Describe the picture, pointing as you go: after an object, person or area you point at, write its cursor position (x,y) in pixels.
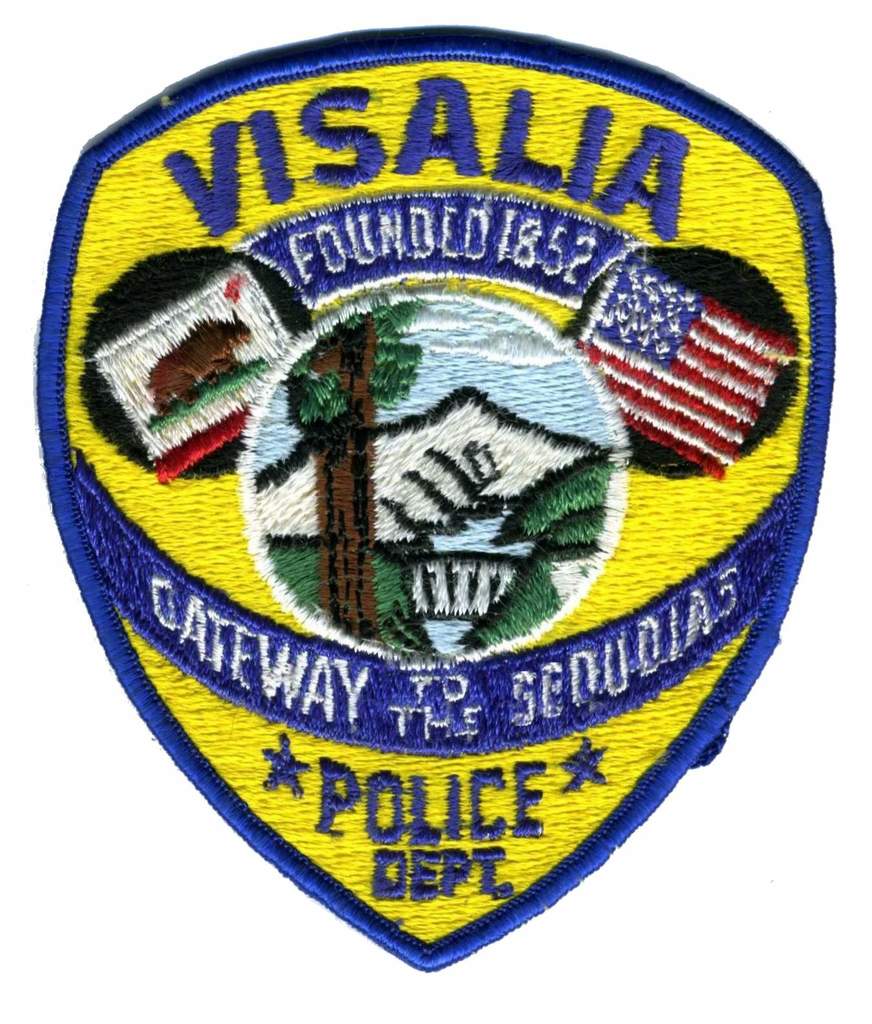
In this image in the center (515,633) there is one shield (251,613).
